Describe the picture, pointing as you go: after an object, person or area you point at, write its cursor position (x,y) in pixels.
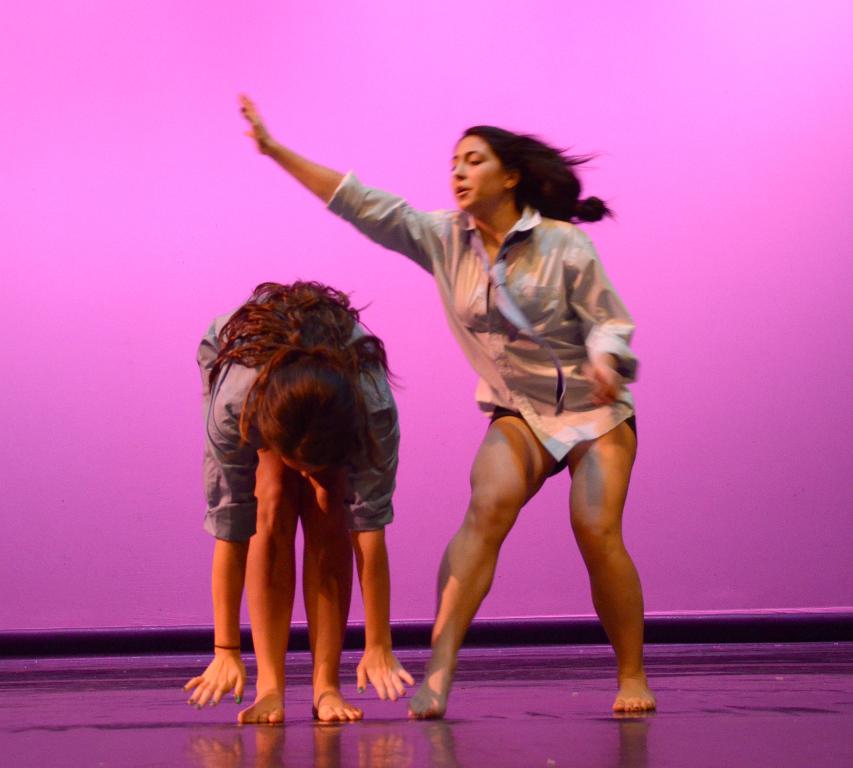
In this picture we can see two women (527,251), behind to them we can find a wall (765,364).
